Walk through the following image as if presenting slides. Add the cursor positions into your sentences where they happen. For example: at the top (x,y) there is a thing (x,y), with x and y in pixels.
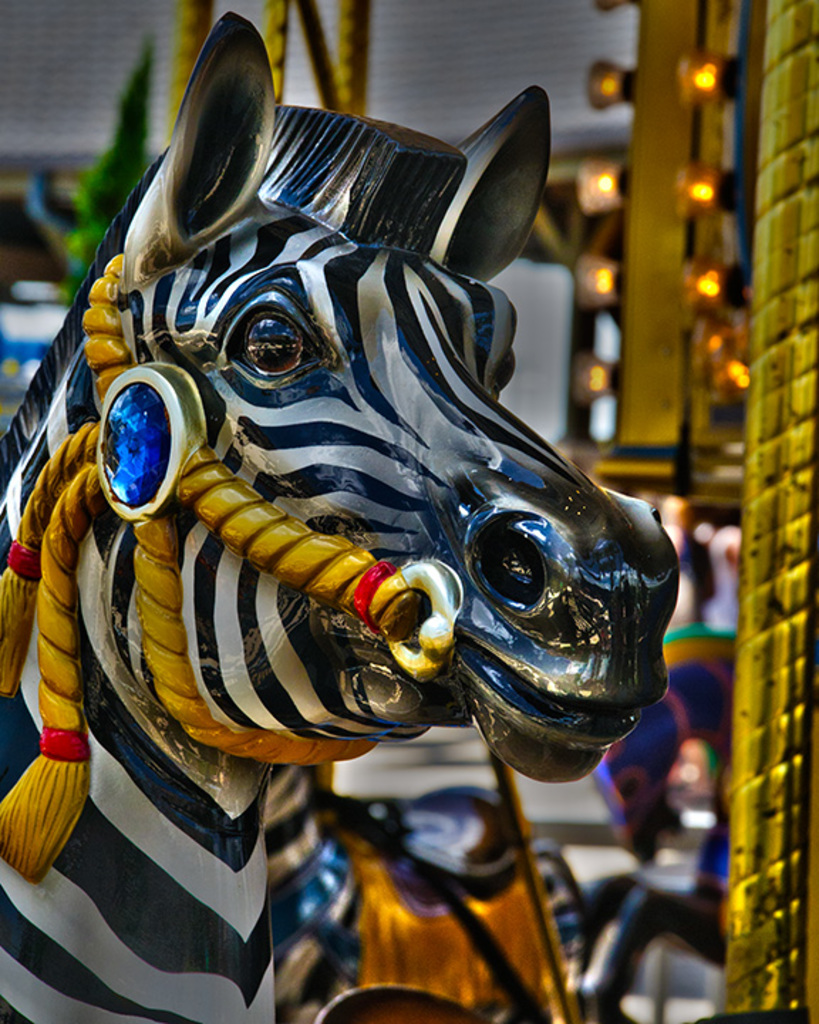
In this image in the foreground (220,611) there is one toy (195,598), and in the background (423,90) there are some lights (695,197) and some other objects (683,382).
